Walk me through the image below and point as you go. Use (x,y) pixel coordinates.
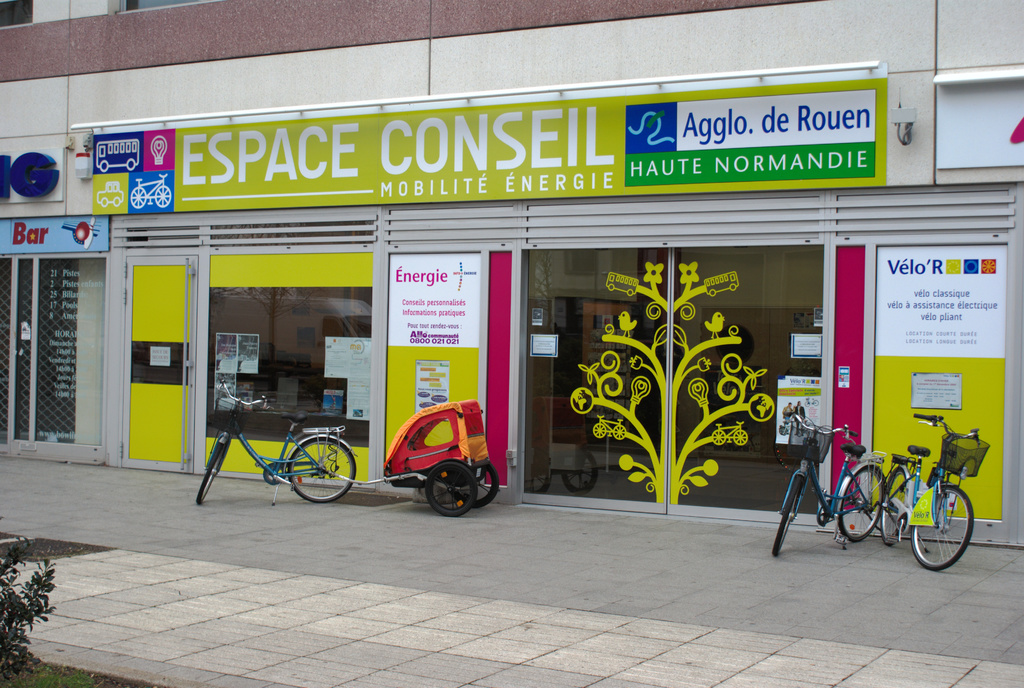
In this picture I can see the path (276,546) in front (149,497) on which there are 3 cycles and on the left bottom of this picture (32,583) I can see the leaves (37,593). In the background (109,18) I can see a building (796,277) and I can see the boards (378,187) on which there are words (13,172) written and I can see the glasses (596,322) on it.
